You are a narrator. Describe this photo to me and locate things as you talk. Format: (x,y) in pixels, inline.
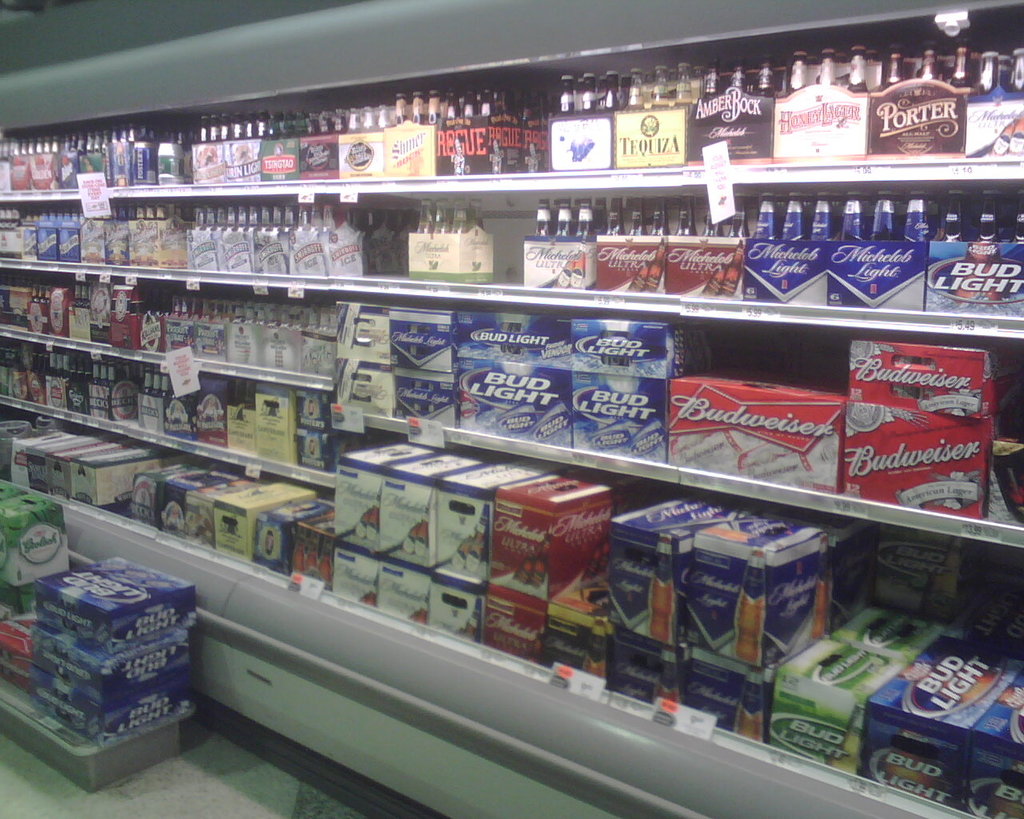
This image is taken in the store (322,700). In the center (467,543) we can see beverages (378,251) and cartons (441,583) placed in the racks (344,278). At the bottom (190,682) there are boxes (86,730).
